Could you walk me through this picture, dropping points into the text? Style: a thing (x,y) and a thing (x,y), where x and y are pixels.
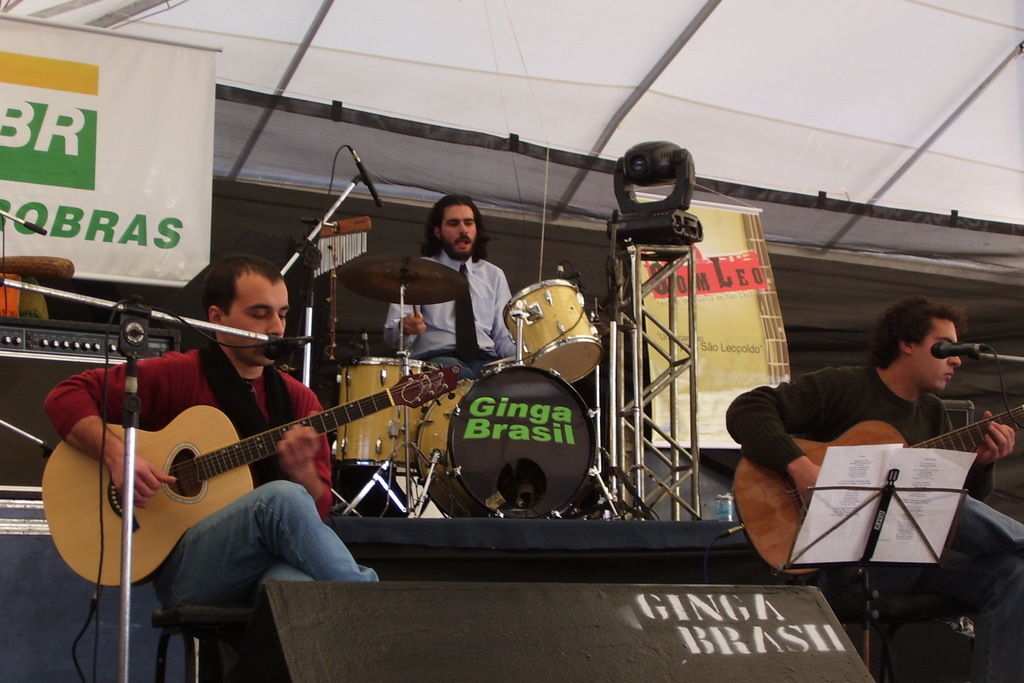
In this picture we can see three persons (468,278) playing musical instruments (182,415) such as guitar (742,508) and drums (465,403) and in front of them there is mics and singing on it and in background (193,141) we can see banners (59,155).
